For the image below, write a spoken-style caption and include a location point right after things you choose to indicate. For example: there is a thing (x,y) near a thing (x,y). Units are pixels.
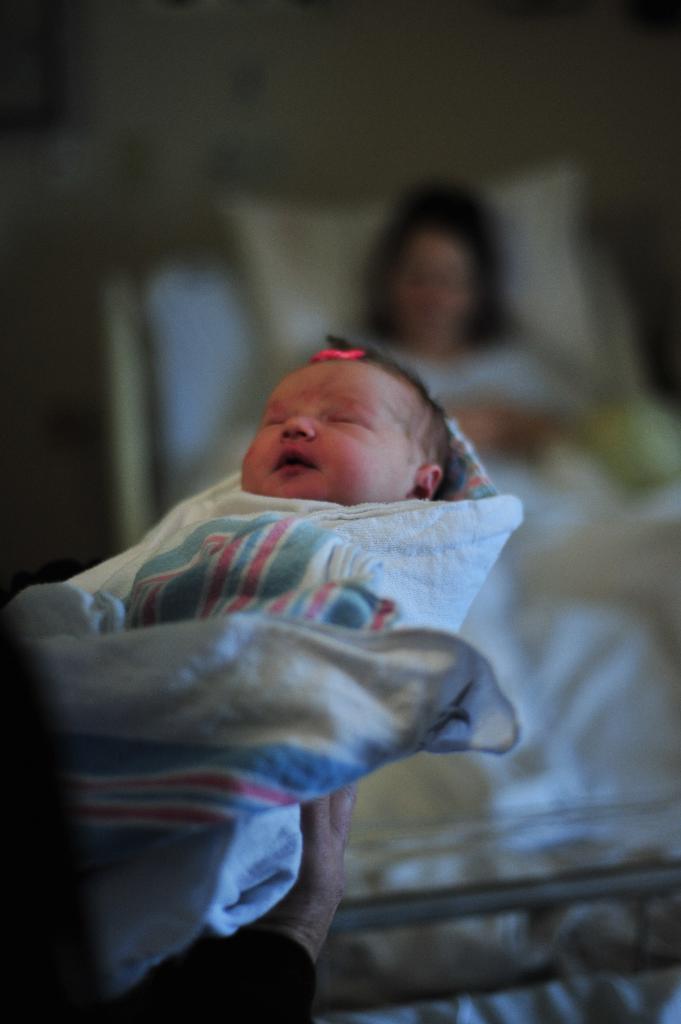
In this image we can see a person (138,990) holding a baby (291,423). In the background of the image (303,243) there is a lady (481,240) sleeping on the bed (213,277).
